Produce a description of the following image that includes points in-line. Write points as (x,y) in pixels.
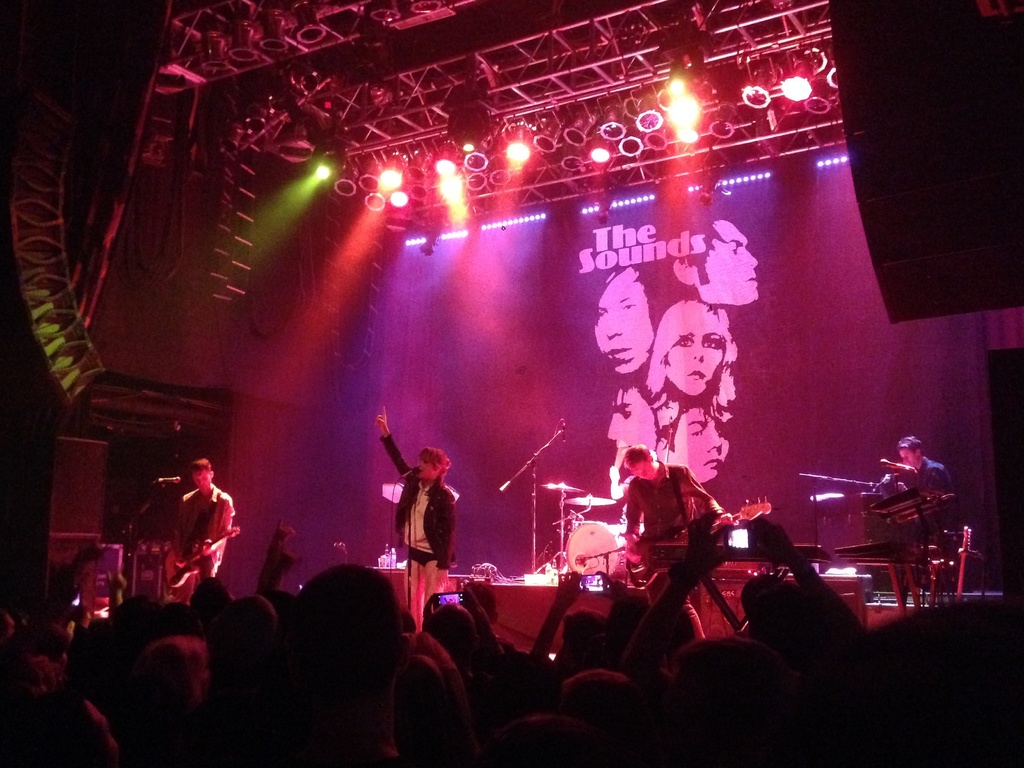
At the bottom of the image (500,656) we can see a few people (500,656) are standing and few people (457,649) are holding mobile phone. In the center of the image (403,492) we can see a few people (657,518) are standing and holding some musical instruments (670,556). In front of them, we can see microphones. In the background (517,516) there is a banner (596,371), lights (731,184), few musical instruments (570,544) and a few other objects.
